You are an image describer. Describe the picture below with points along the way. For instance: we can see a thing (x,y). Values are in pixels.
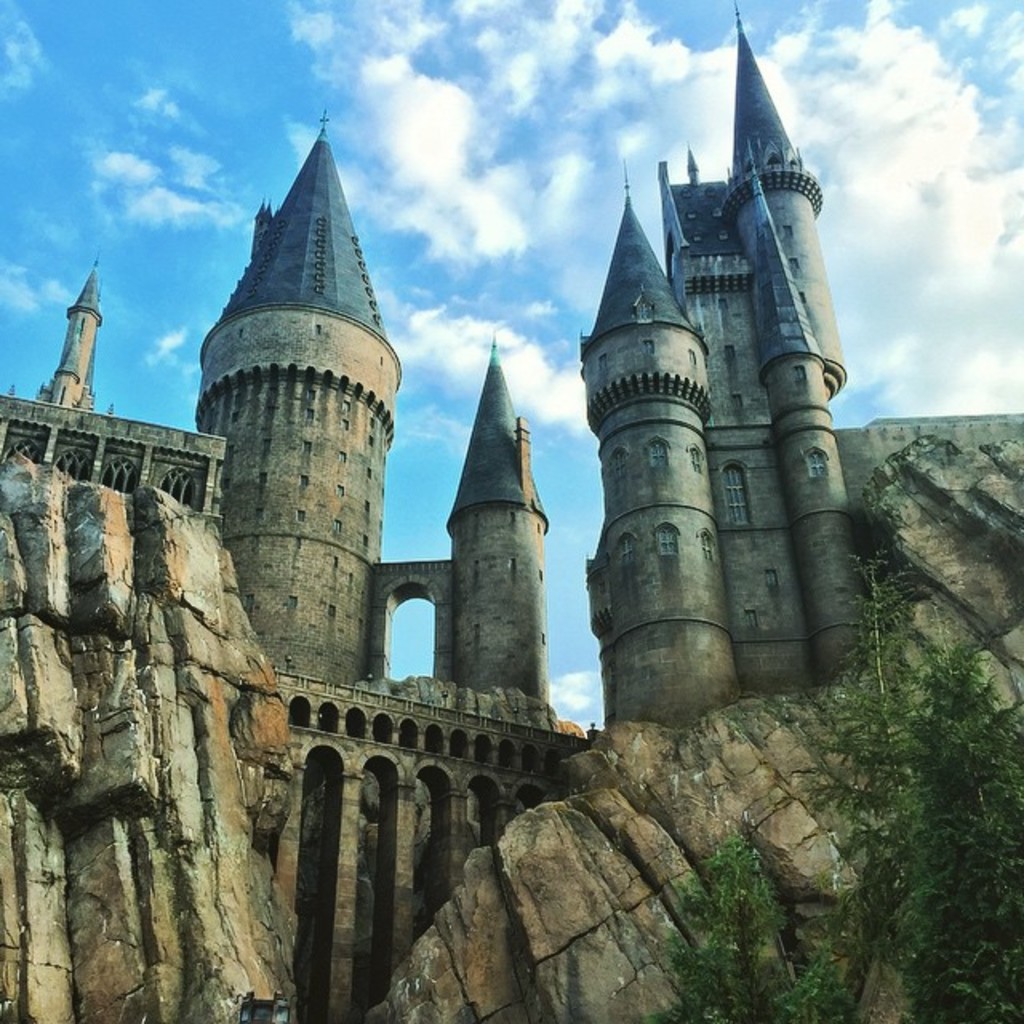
In this picture we can see a fort (622,573), rocks (640,750), and trees (869,916). In the background (33,65) there is sky (645,142) with clouds (997,261).
